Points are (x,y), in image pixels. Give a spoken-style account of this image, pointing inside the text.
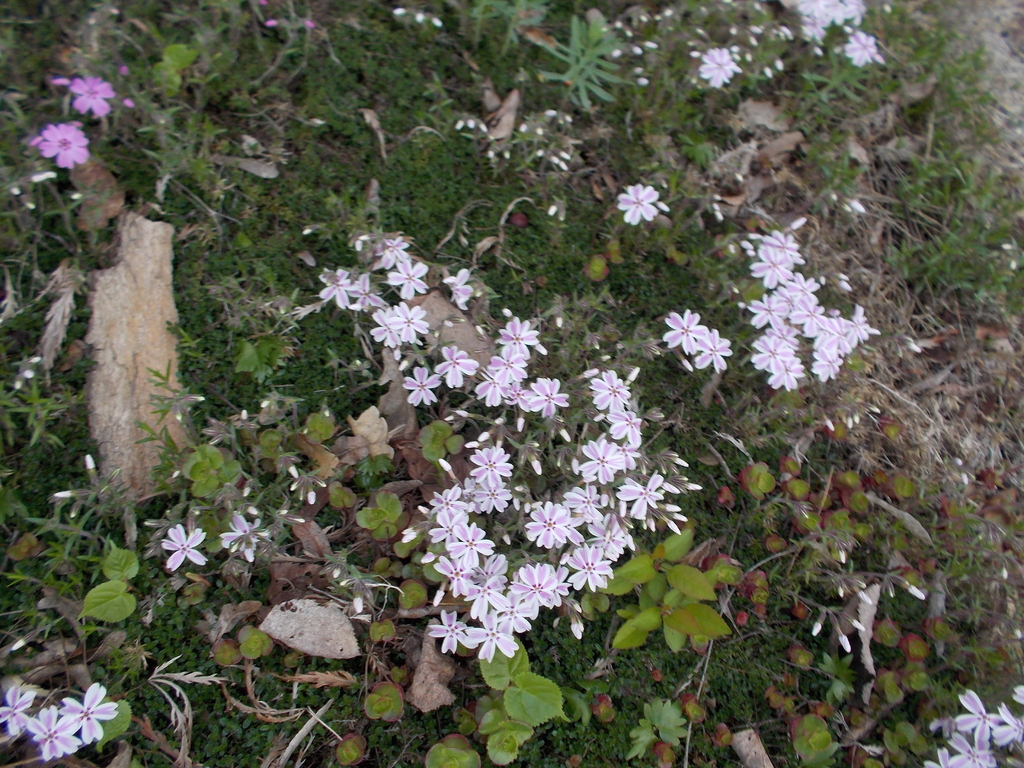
In this image, I can see the plants (681,628) with flowers (480,445) and leaves (338,652). On the left side of the image (125,482), It looks like a rock (110,319).
